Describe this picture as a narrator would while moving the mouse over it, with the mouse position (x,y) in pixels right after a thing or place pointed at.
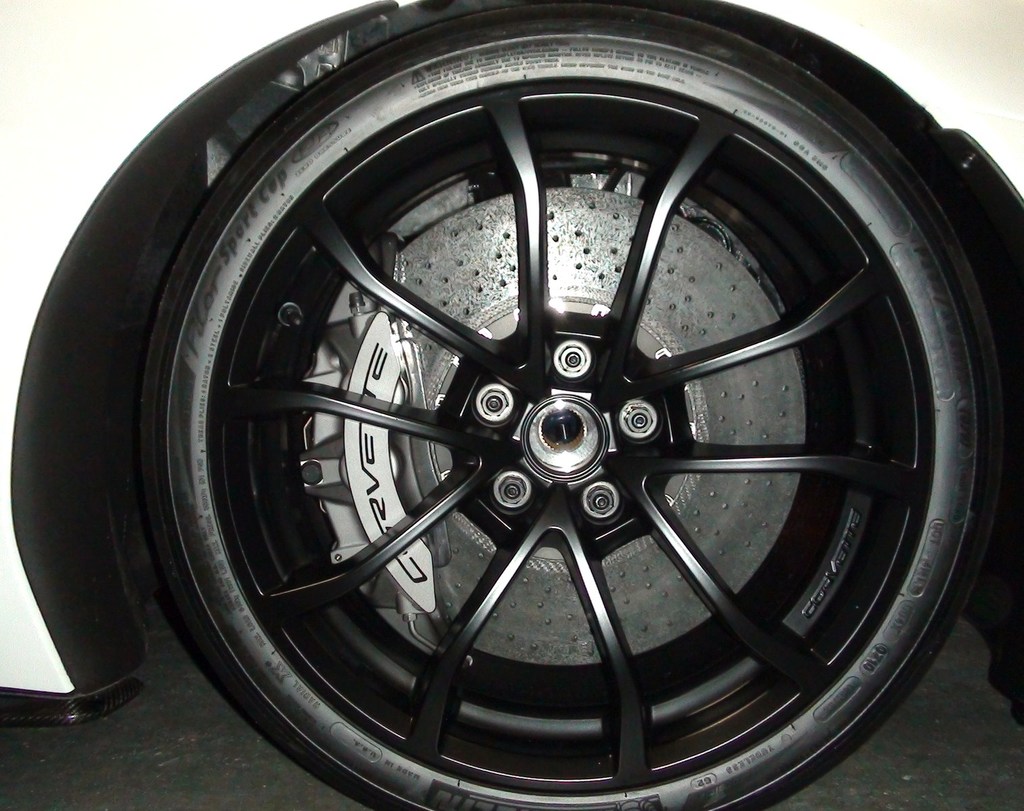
In this image, I can see a wheel (525,774) of a vehicle (175,77). This is the tire (300,165). These are the spokes (646,503), which are connected to a center cap (573,472). I think this is a vehicle (70,674), which is white in color.
